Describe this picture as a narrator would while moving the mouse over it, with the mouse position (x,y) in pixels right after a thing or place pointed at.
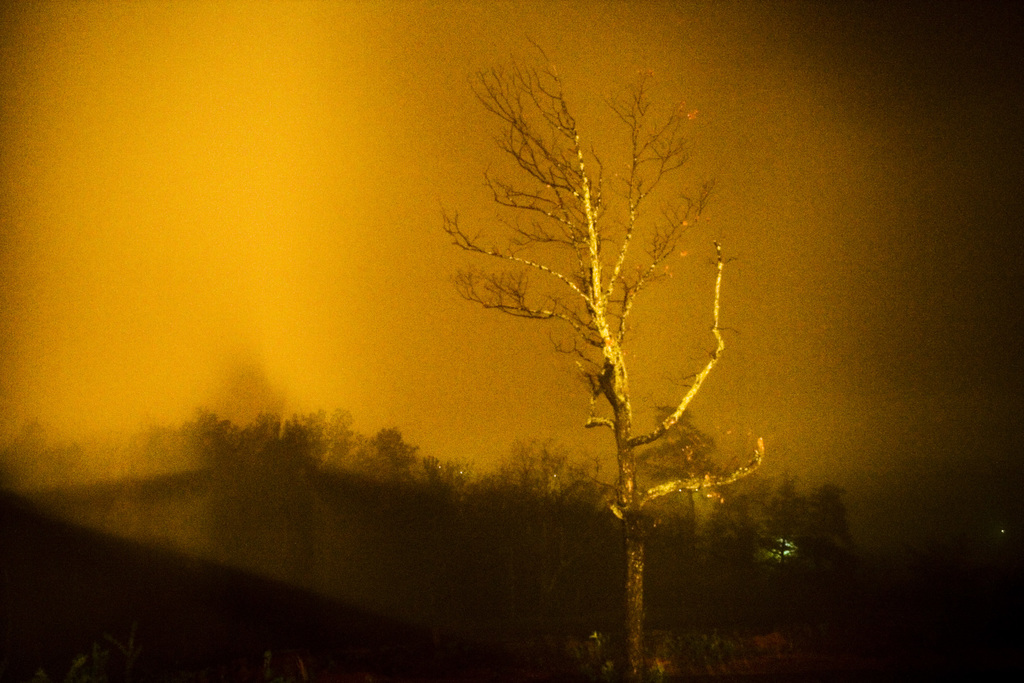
Here we can see trees (650,439). Background (291,268) it is in golden yellow color.
